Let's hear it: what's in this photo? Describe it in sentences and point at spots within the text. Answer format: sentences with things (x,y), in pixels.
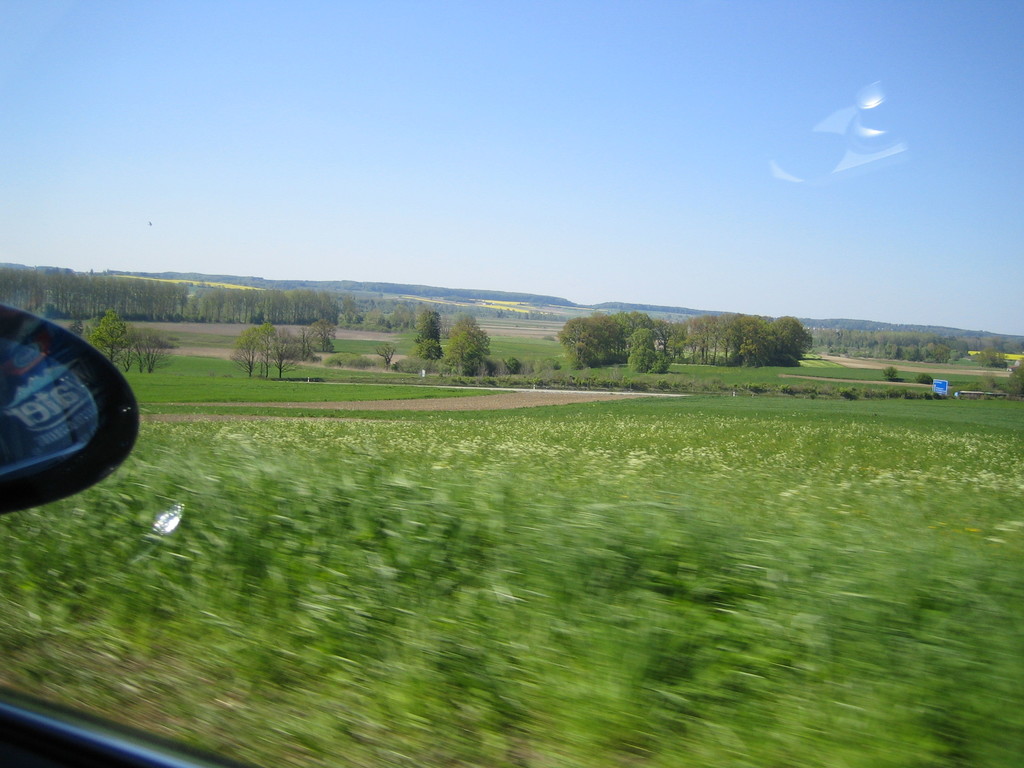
It's a glass (515,460) of a vehicle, outside this there are trees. At the top (650,245) it's a sky (617,179).
